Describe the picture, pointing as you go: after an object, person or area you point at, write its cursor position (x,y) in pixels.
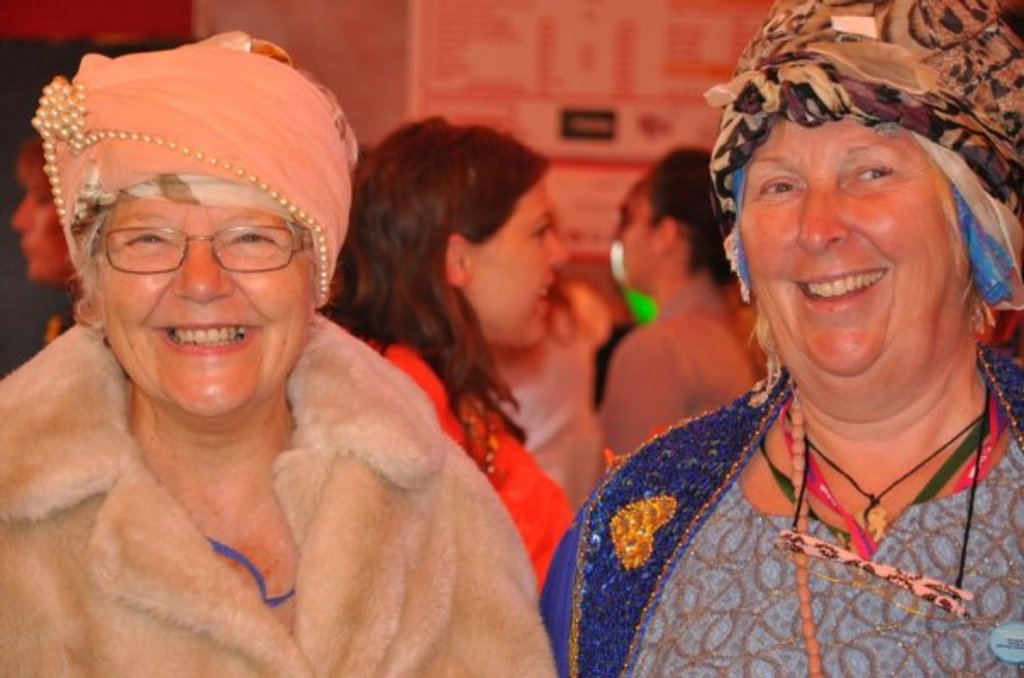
Here we can see two women (463,471) and both are smiling. In the background (493,267) we can see few persons (419,317) and objects (577,53) on the wall (263,17).
